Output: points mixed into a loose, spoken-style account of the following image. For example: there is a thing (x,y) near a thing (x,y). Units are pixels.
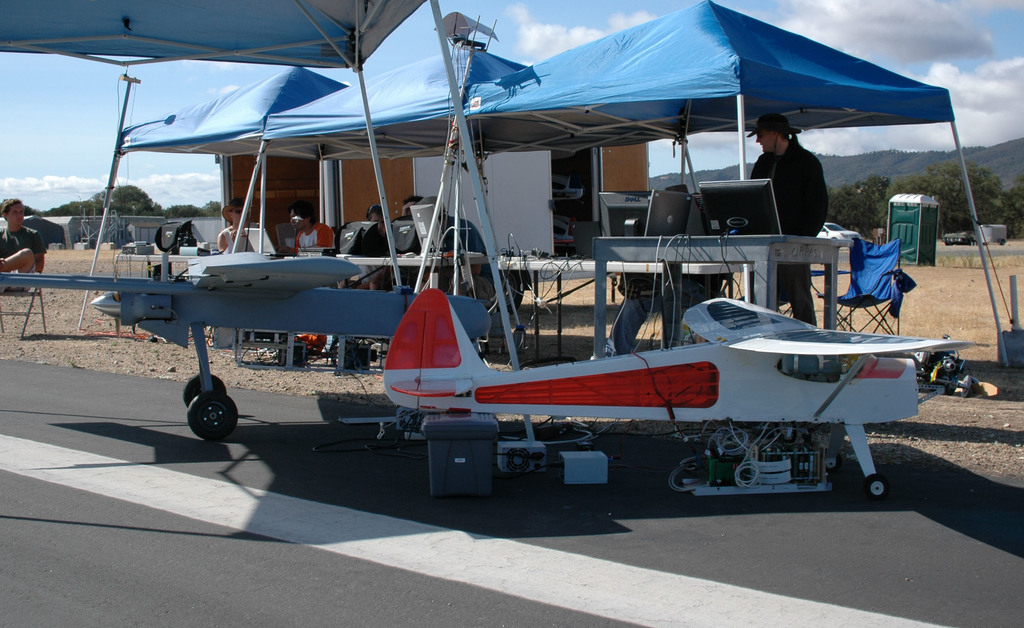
In this image there are air crafts (810,337), tables (626,262) with monitors (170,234) on it, people (804,231) and tents (209,149) in the foreground (830,476). There are trees (1006,219), vehicles (996,233) and mountains (854,159) in the background (877,222). There is a road (955,481) at the bottom (575,495). And there is a sky (997,140) at the top (38,103).
